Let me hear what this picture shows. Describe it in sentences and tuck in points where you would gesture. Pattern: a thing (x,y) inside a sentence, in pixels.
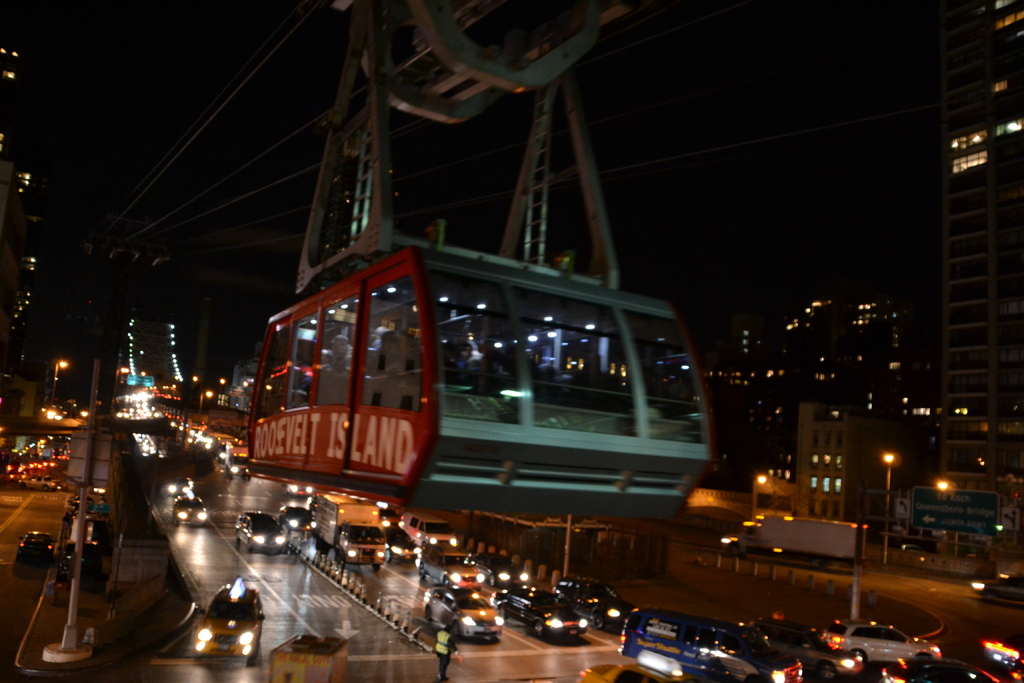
In this image there is a road (325,606), on that road (308,590) vehicles (274,528) are moving on either side of the road (427,582) there are poles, on the right side (958,260) there are buildings (900,376), in the top (383,113) there is a ropeway (429,361).
